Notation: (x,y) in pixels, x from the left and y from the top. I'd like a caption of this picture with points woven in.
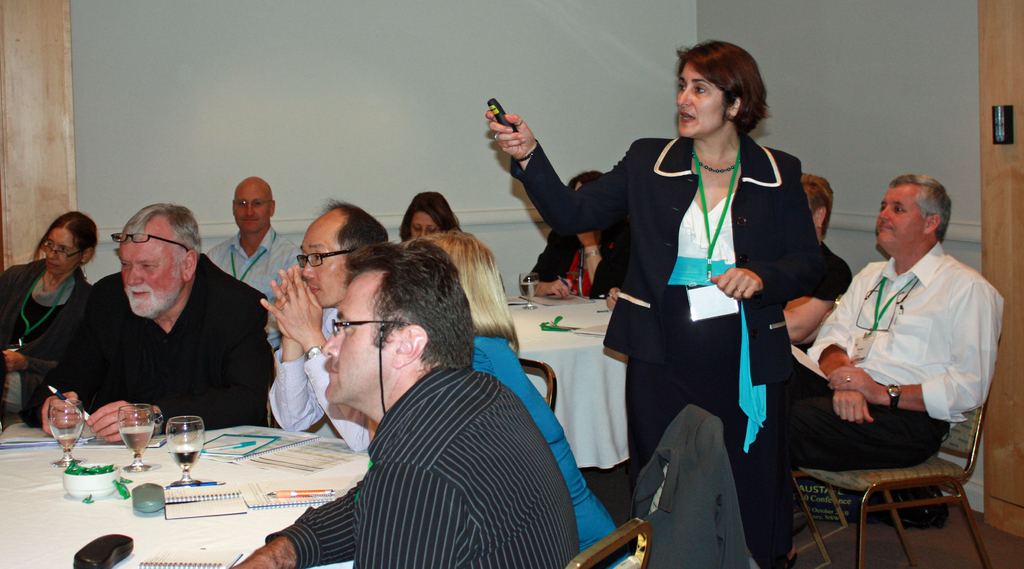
Here in this picture, on the right side (706,211) we can see a woman (653,233) wearing a black colored coat (656,207) standing on the floor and she is speaking something, as we can see she is holding a remote (497,114) in her hand (499,131) and wearing an ID card (693,310) and we can also see other number of people (420,360) sitting on chairs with table (29,505) in front of them, having glasses (79,442), papers (301,455) and books (292,469) on it and we can see some of them are wearing spectacles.
